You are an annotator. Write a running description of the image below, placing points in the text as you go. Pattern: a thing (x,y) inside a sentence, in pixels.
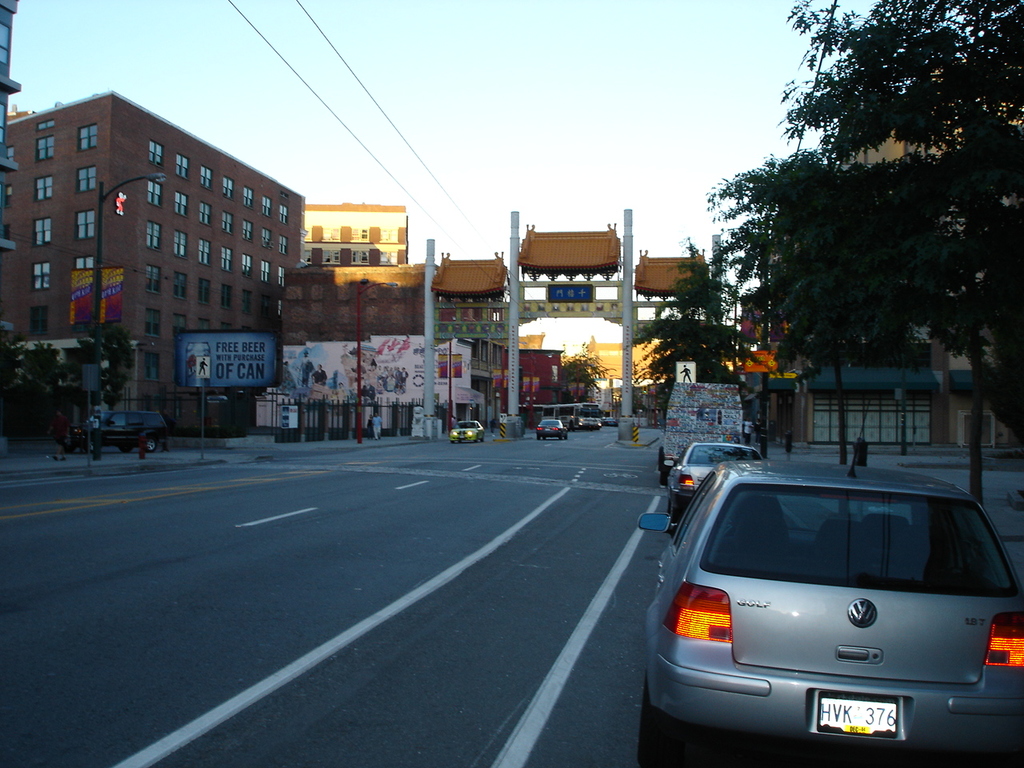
On the right side of the image (856,709) we can see the cars (833,684) parked on the side of the road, we can see trees (759,197), we can see the vehicles (581,421) moving on the road (17,580), we can see the fence (444,417), hoarding (254,341), light poles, arch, people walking on the sidewalk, I can see buildings (68,263), banners (109,279), wires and the sky (613,152) in the background (580,91).
